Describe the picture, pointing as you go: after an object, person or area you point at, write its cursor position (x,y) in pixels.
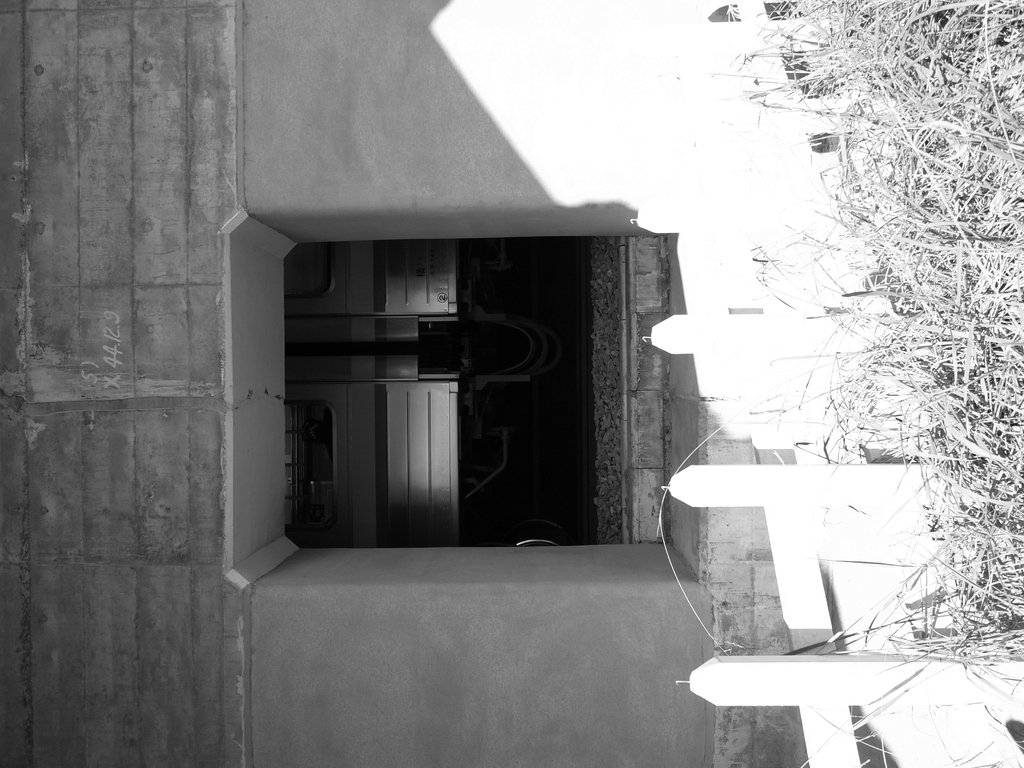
In this picture, it seems like a boundary (797,466) in the foreground (852,601) and a building structure (336,218) in the background (417,698).
